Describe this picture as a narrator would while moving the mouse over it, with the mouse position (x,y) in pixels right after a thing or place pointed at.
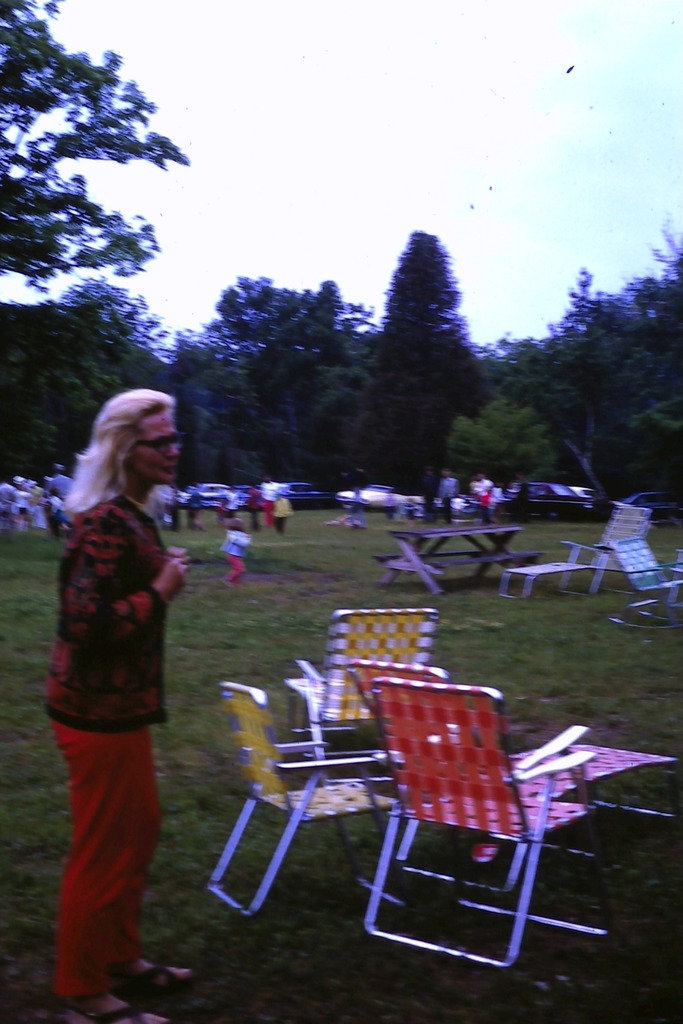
In this image I can see a open garden (280,559) or a recreation area (279,582) where all the tables (443,535) and chairs (399,724) are arranged. I can see some cars (311,499) parked with the people (162,515) and at the top of the image (326,76) I can see the sky (342,89). In the center of the image (333,408) I can see trees (296,336).
